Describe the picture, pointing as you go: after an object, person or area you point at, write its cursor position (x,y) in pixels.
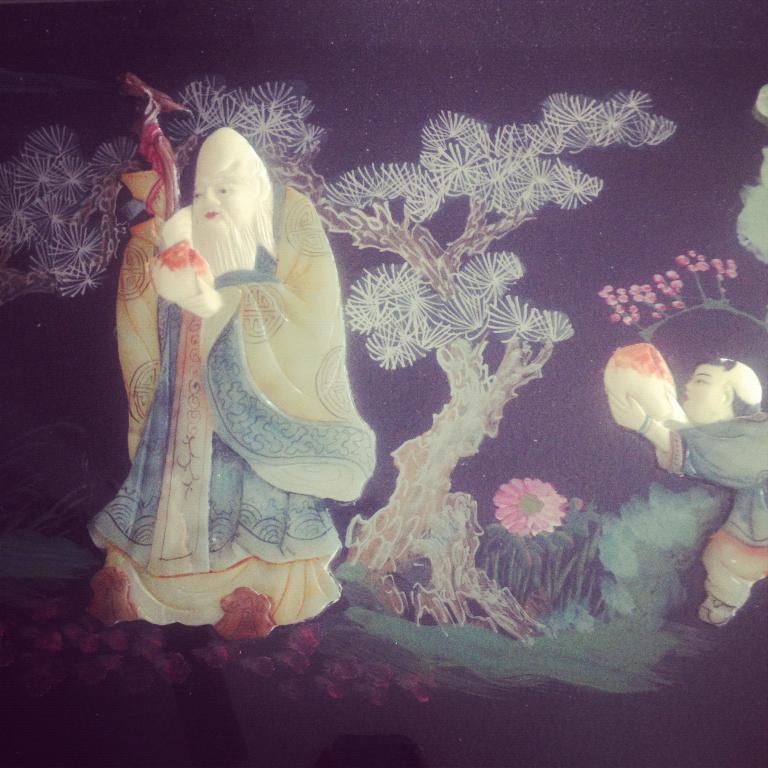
Here in this picture we can see a painting (303,133) over a place (489,720), in that we can see a old person (231,220) and a child (713,456) and trees (392,360), plants (523,538) and flowers (529,514) over there.
